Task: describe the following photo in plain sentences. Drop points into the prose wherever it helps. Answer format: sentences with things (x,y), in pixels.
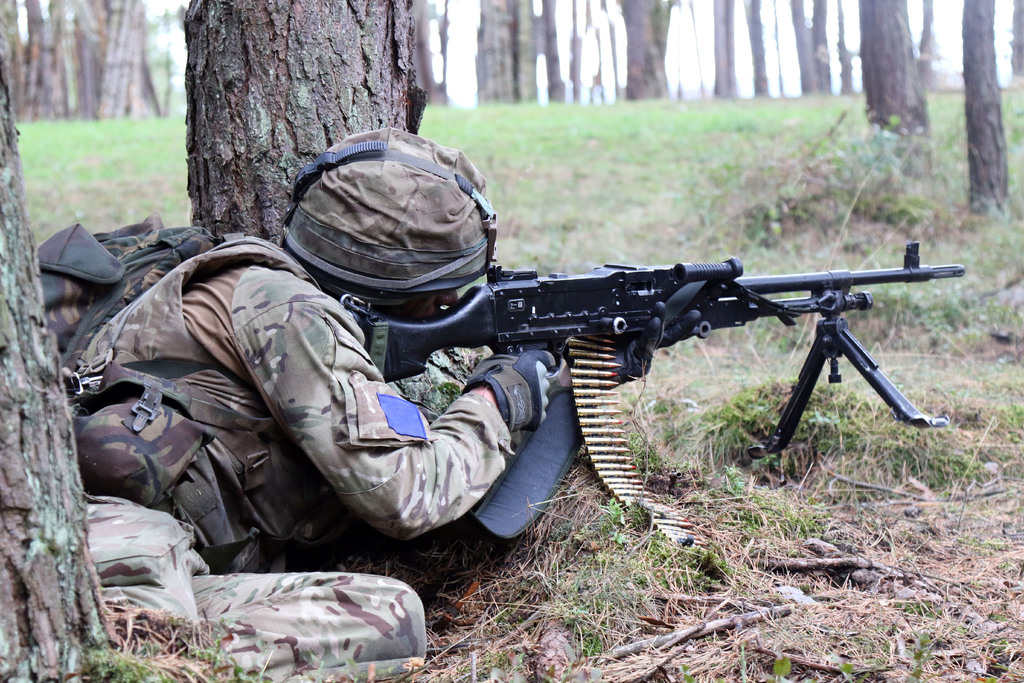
Here there is a grass (591,615). Soldier (420,529) is laying on the floor (407,540) targeting with this gun (569,369). There are trees (285,118) around him.
